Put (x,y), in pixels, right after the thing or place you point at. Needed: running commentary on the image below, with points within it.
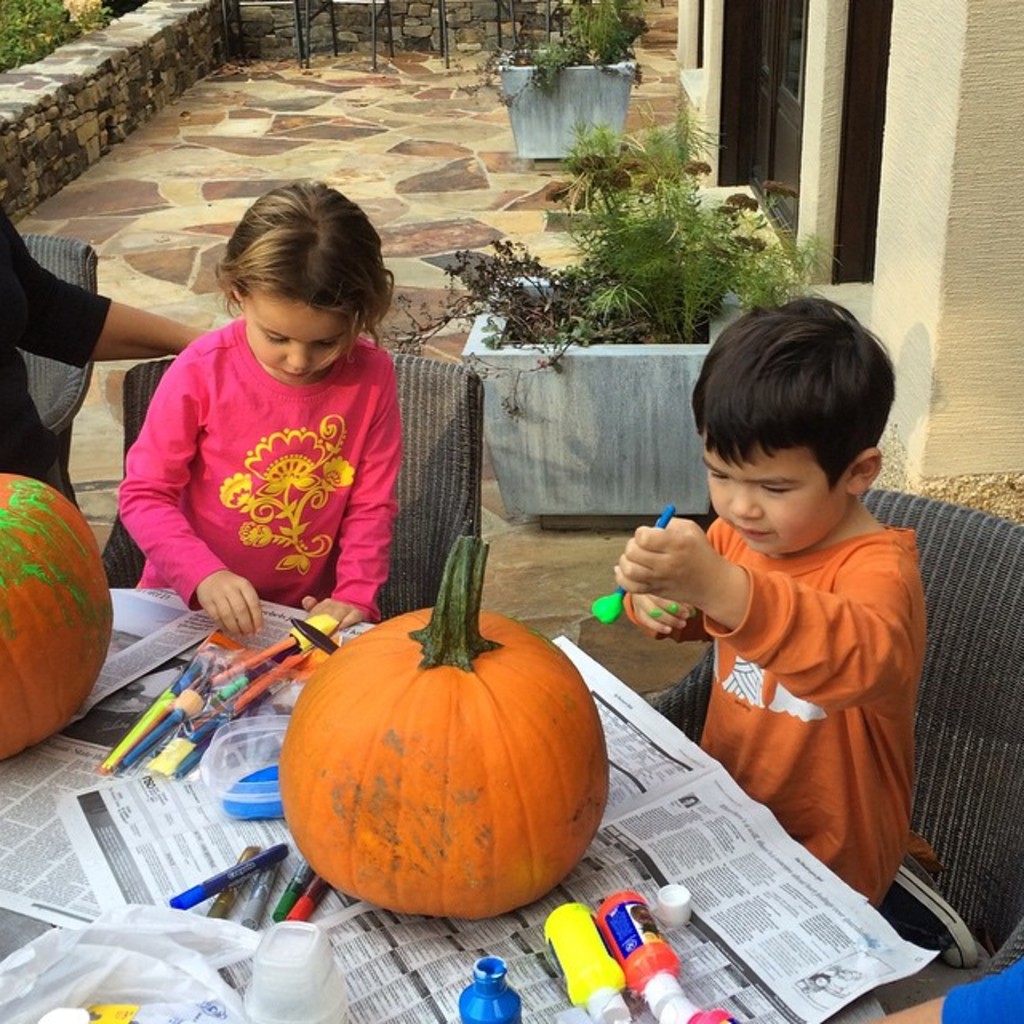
In this picture we can see few people (167,429), in front of them we can find pumpkins (58,557), pens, bottles (628,918) and other things (39,849) on the table (293,858), in the background (621,284) we can see few plants (596,269).
